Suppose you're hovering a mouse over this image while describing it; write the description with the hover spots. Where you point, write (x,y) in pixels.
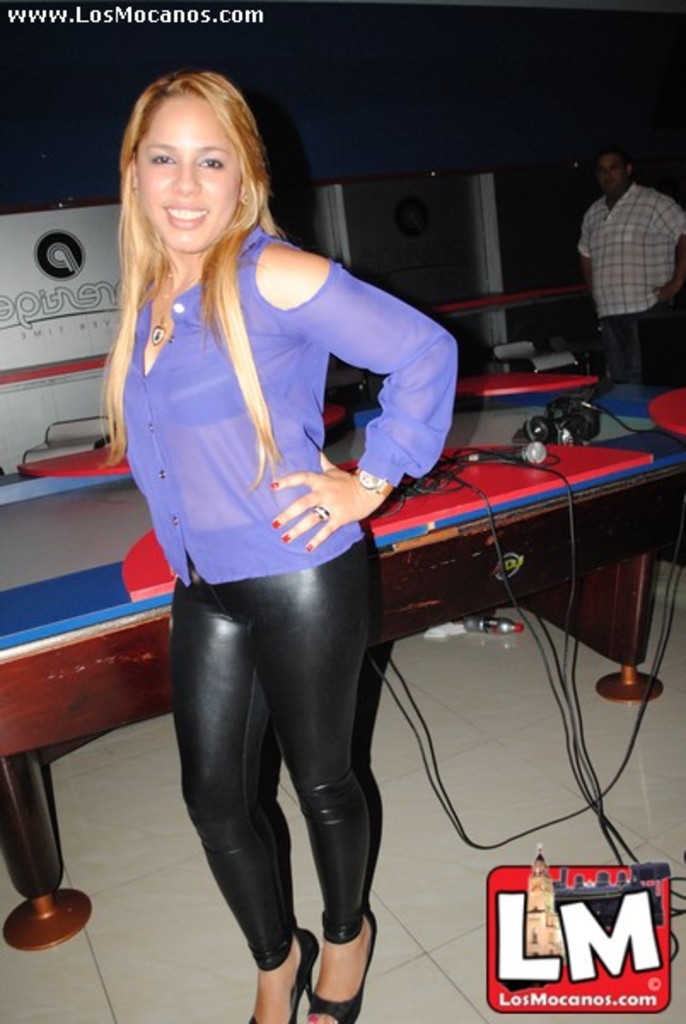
Here we can see that a woman (217,236) is standing on the floor (82,802), and smiling and at back (572,395) her is the table (572,386) and microphone (528,454) and some objects (534,438) on it, and here a person (639,265) is standing.
